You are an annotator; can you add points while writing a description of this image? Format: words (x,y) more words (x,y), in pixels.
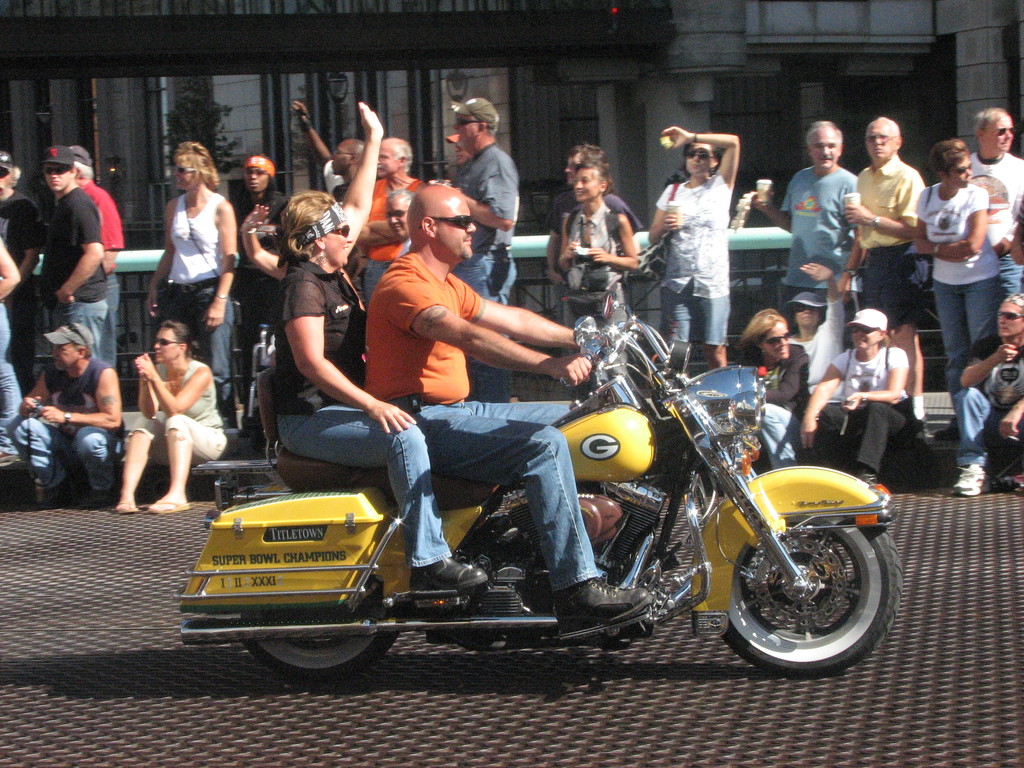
As we can see in the image there are buildings (554,64), few people (479,157) standing and sitting and in the front (308,524) there is a motor cycle (335,567).
